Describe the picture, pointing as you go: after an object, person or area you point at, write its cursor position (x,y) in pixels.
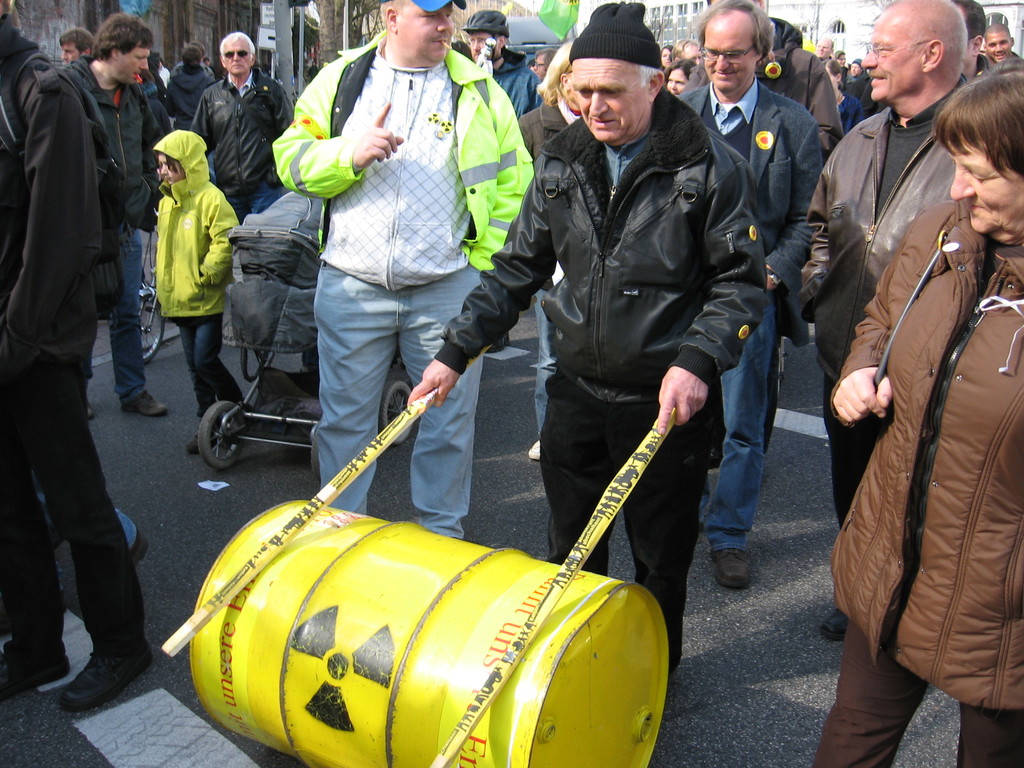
There is a group of persons (418,211) standing in the middle of this image (462,319). The person (645,321) standing in the middle (601,300) is wearing a black color jacket (626,246) and holding two sticks (391,424). There is a bag trolley (296,325) on the left side of this image (288,284) and there is a yellow color drum (417,649) at the bottom of this image (428,716).
